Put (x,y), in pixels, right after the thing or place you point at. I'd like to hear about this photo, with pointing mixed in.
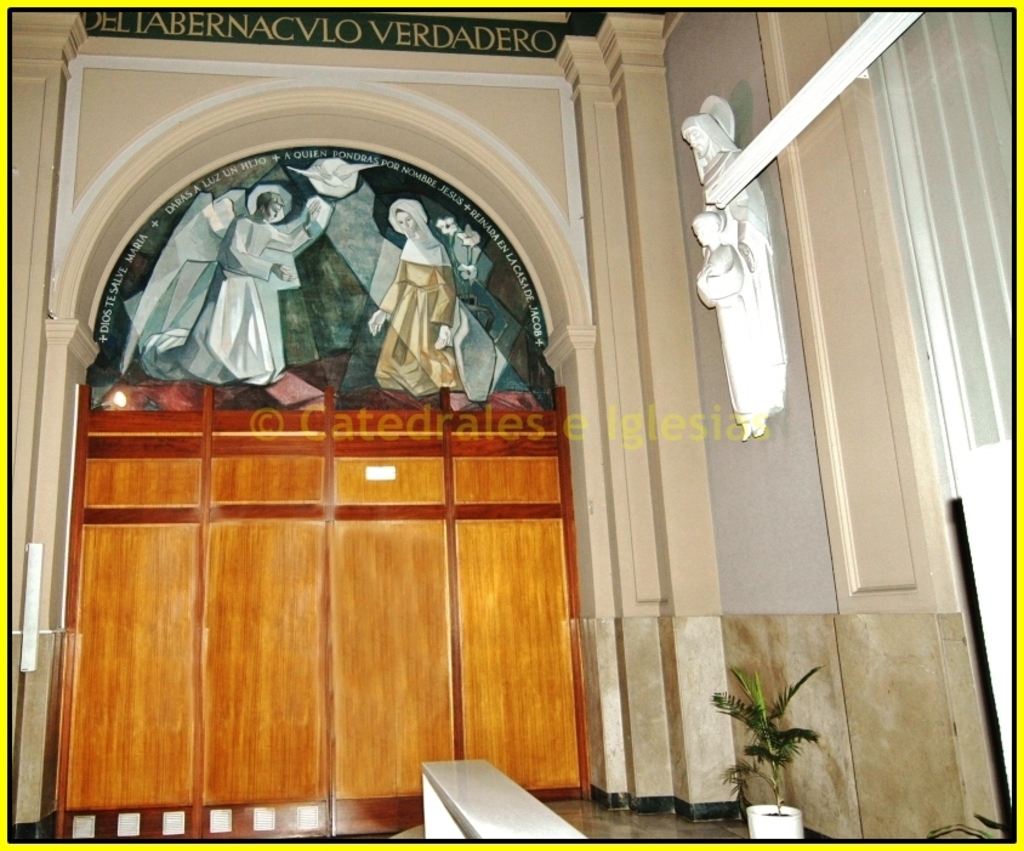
In the image we can see an arch (404,378). Here we can see sculptures (767,246) and pictures (380,266) of people (248,292). Here we can see the text (332,41), plant pots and the floor (630,815).
